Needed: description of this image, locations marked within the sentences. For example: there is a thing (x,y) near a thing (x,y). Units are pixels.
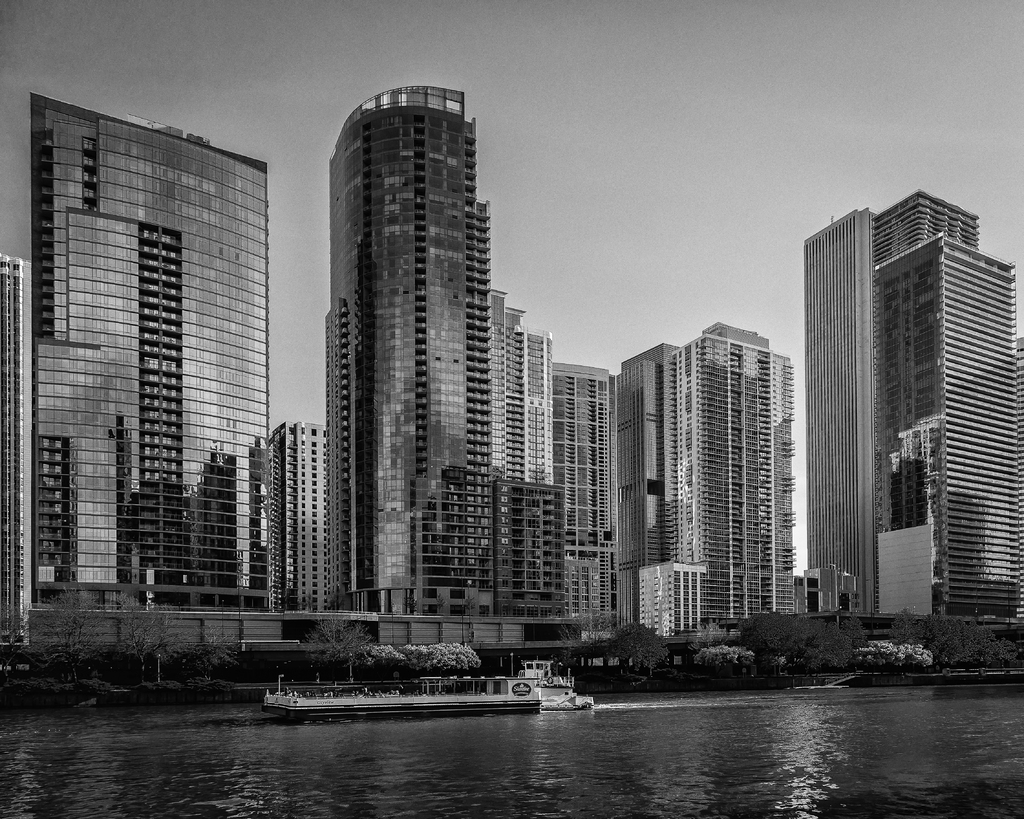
This is a black and white picture. I can see boats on the water (238,753), there are buildings (344,575), there are trees (460,661), and in the background (552,215) there is the sky (647,58).
